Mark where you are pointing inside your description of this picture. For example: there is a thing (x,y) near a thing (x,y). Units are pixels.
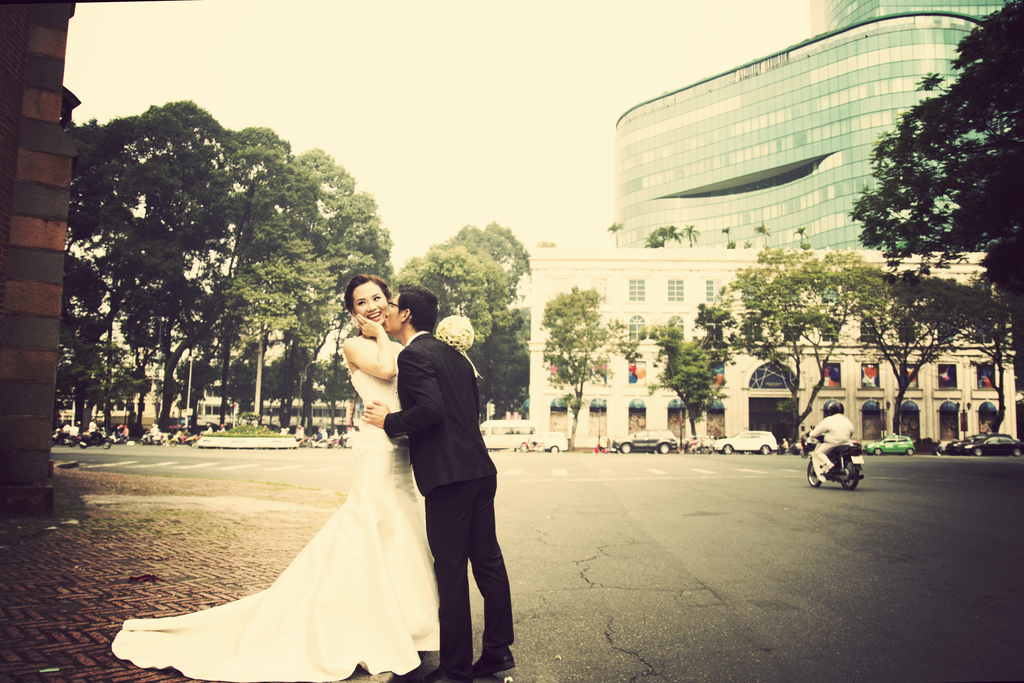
In this picture, we can see a few people (352,291), among them a bride (362,277) and bridegroom (458,658) are highlighted, we can see the ground (59,536), road (658,454), trees (935,154), buildings (783,210), vehicles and the sky (608,235).
